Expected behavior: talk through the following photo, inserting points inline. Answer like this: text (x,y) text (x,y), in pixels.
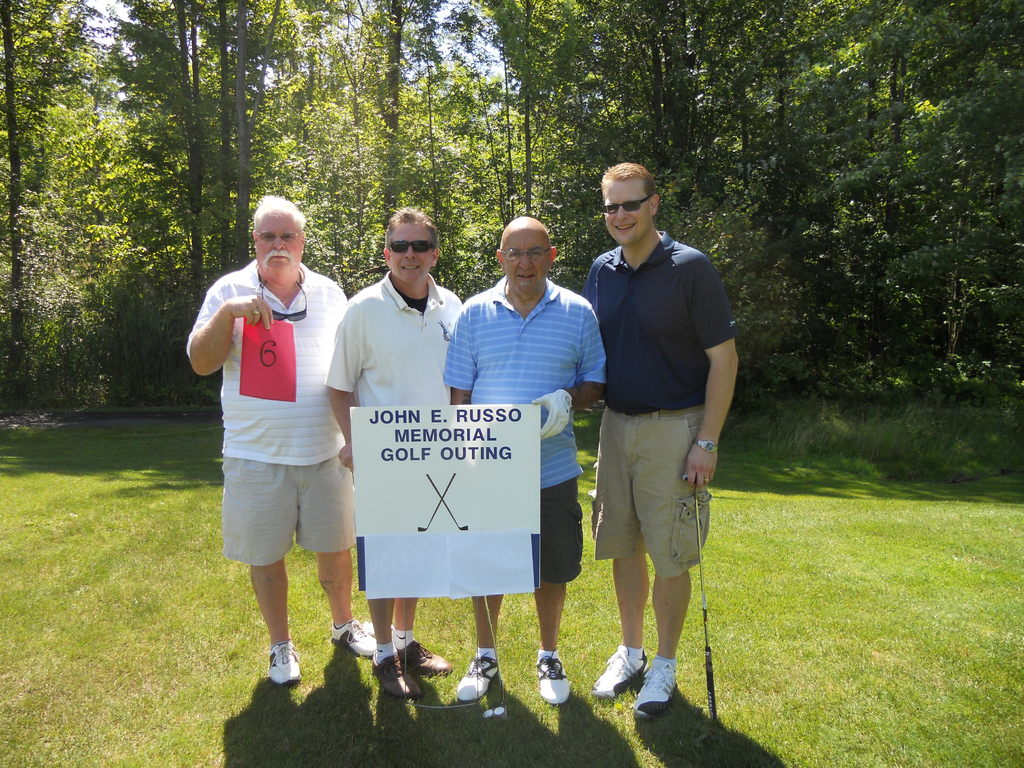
In the image there are four men (408,307) standing. There are two men (428,226) with goggles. And on the left side of the image (266,310) there is a man (302,393) holding goggles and a paper (276,361) in his hand (261,309). There is a poster (364,484) with something written on it. On the ground (76,482) there is grass (702,751). Behind them there are trees (308,29).
